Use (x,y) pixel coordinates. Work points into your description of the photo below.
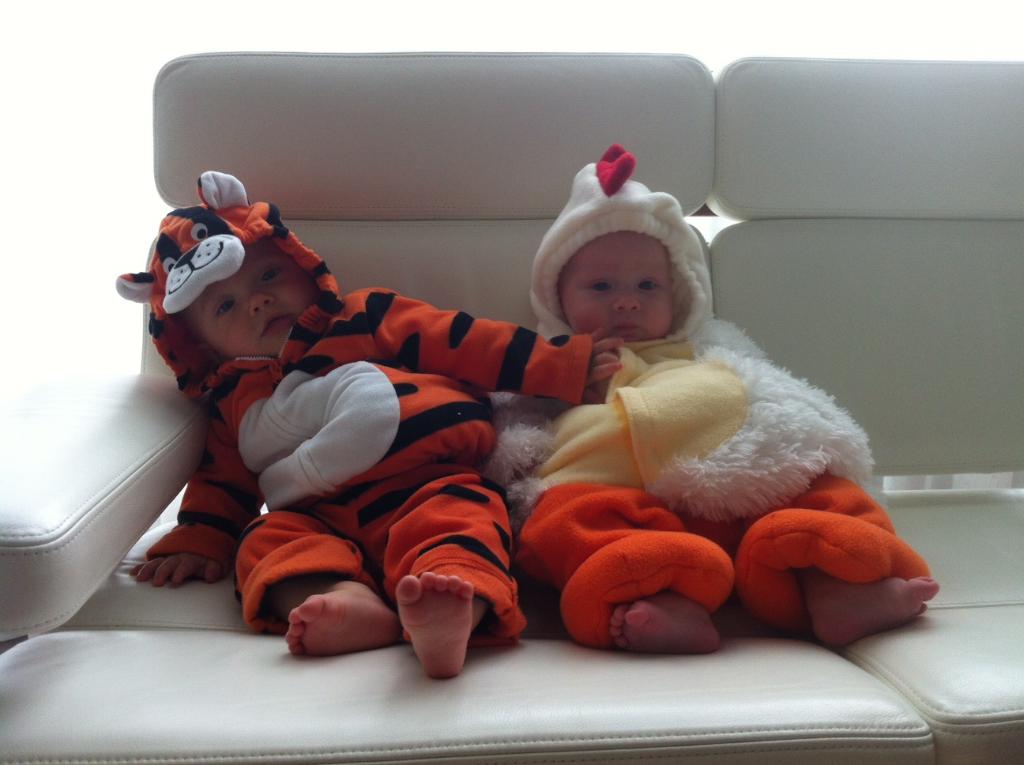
In this image we can see there are two children (434,419) sitting on the couch (424,231) and background (82,189) is white.
